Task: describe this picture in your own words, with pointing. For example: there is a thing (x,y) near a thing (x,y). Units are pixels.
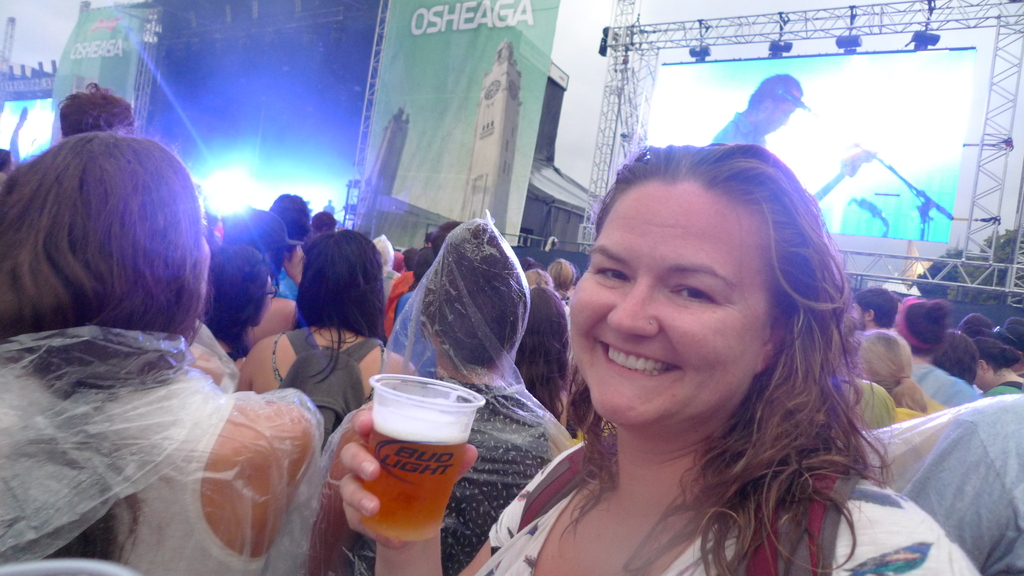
The picture is clicked in a musical concert where a lady (659,349) is holding a beer cup (403,505) in her hand (430,556). In the background (714,99) there is an LCD screen (708,84) and a light (789,48) is attached to the roof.
